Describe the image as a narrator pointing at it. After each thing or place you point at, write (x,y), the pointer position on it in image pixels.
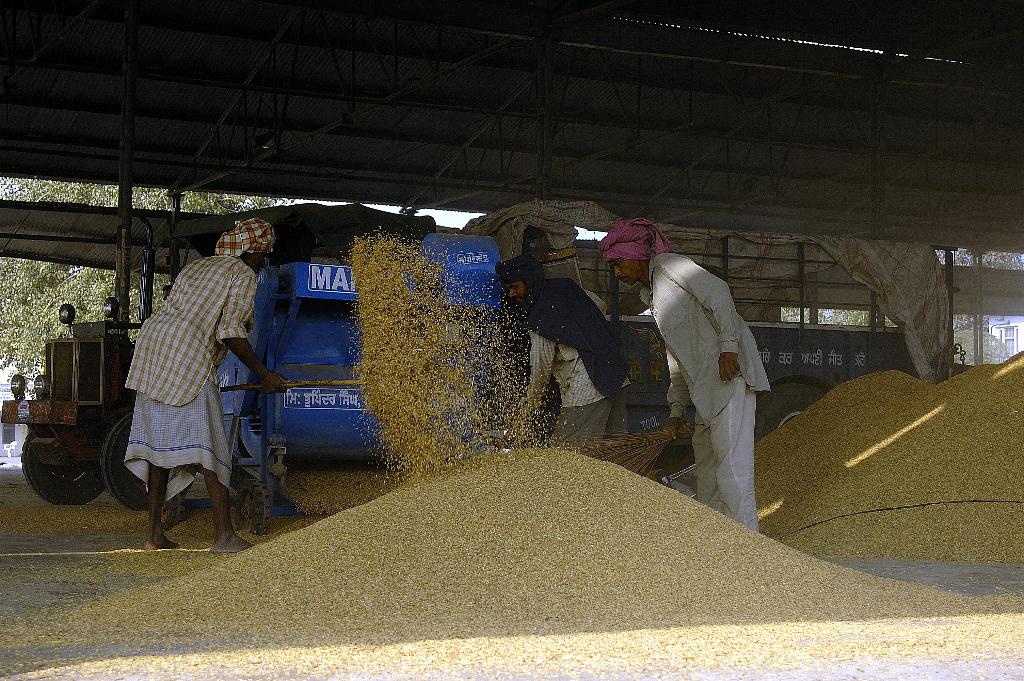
In this picture there are people (551,291) and we can see grains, vehicle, machine (482,300) and sheds (178,114). In the background of the image (35,313) we can see trees (958,265) and sky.
